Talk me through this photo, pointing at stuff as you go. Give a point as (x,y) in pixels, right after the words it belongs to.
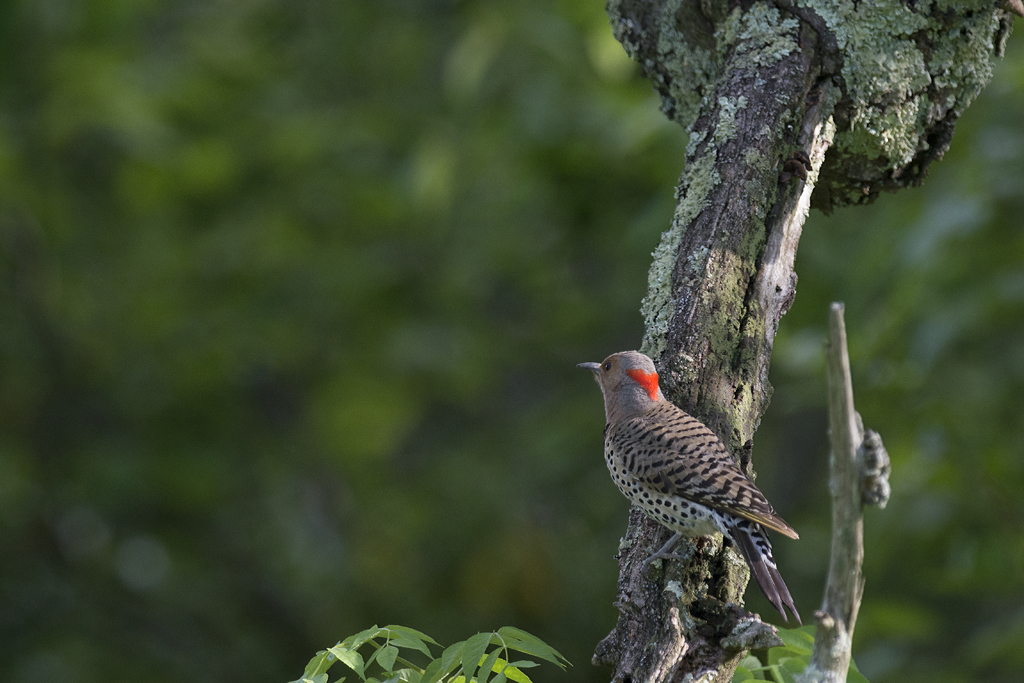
In this picture we can observe a bird (662,431) which is in grey color. This bird (683,481) is on the branch (693,342) of a tree (636,626). In the background (484,307) there are trees (347,329).
